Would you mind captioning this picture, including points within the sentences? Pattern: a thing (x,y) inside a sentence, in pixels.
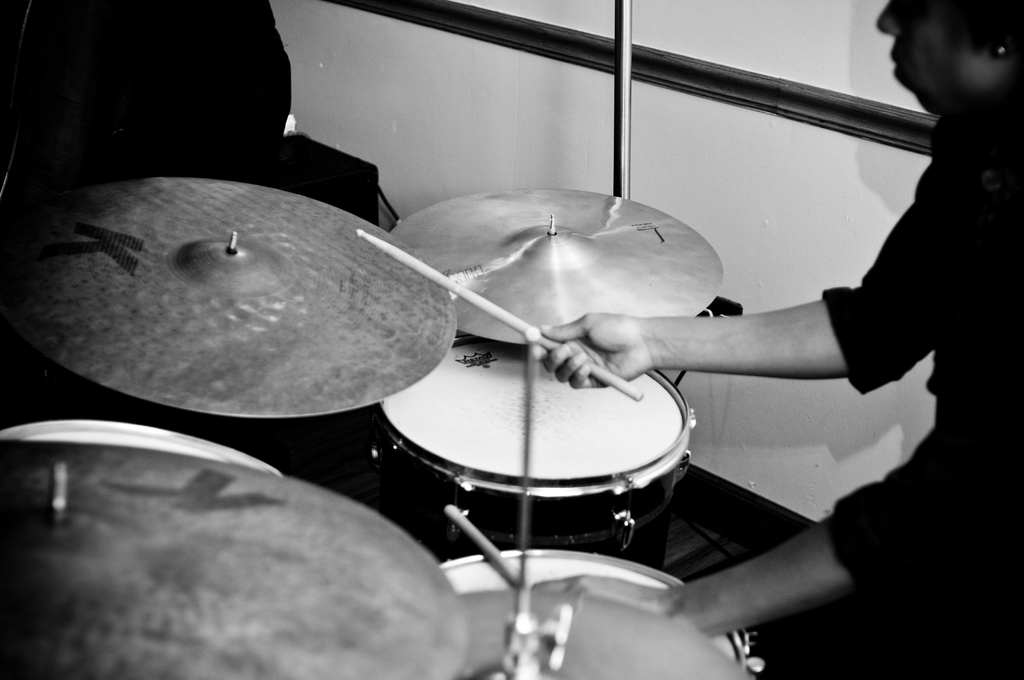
In this image we can see a man (868,384) playing a musical instrument (554,311).
